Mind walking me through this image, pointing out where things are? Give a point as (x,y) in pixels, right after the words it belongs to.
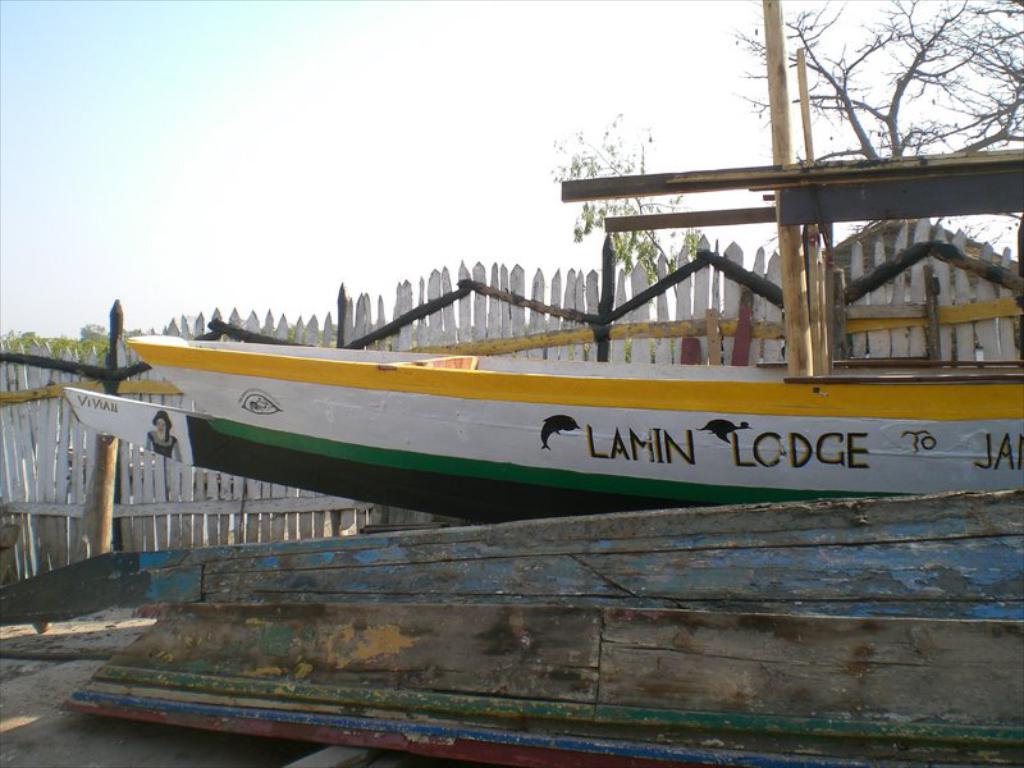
There is a ship (571,373) in the middle of this image (516,426) and there is a fencing (78,443) in the background (762,352). There is one tree (867,143) on the right side of this image (882,150). There is a sky (555,242) at the top of this image (310,172).
